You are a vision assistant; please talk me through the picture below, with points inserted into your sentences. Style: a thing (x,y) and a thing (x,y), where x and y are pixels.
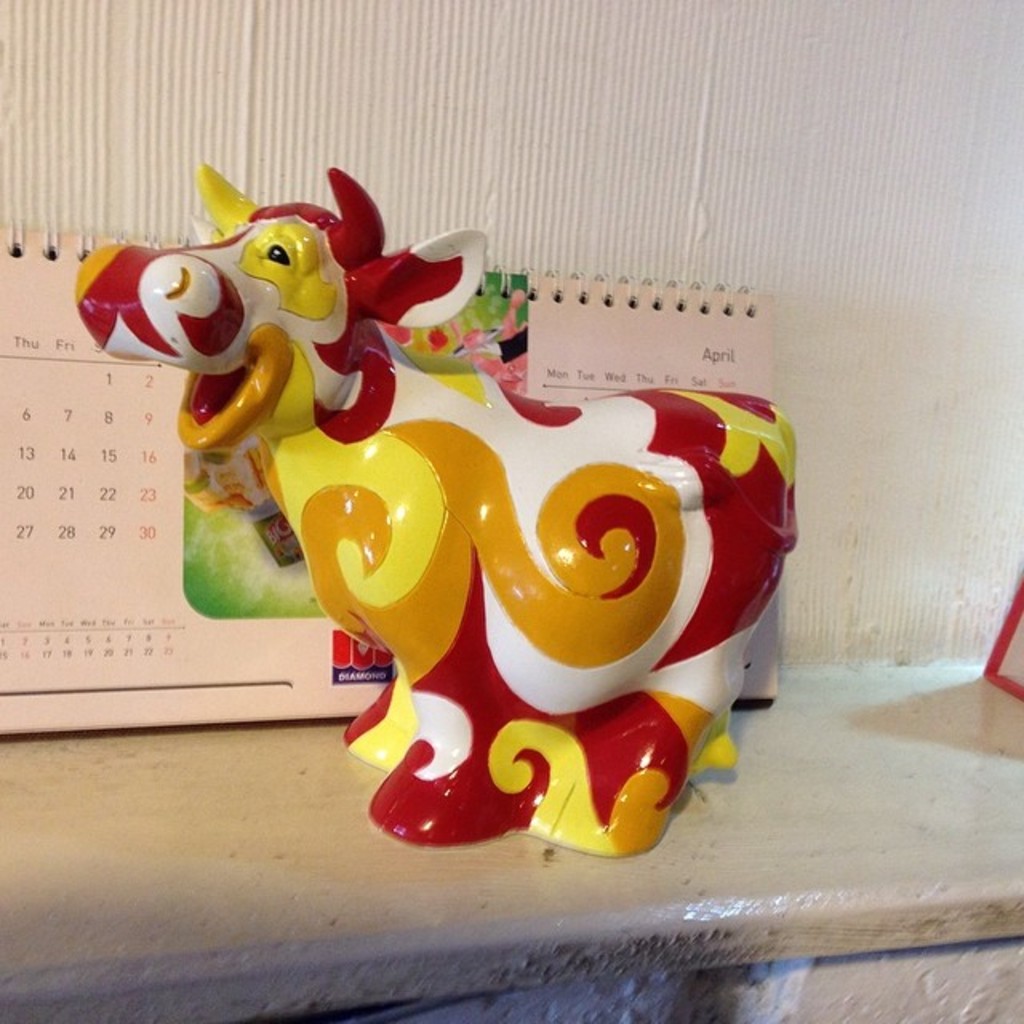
In this image we can see a toy (547,640) and a calendar (255,530) on the table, in the background (926,99) we can see the wall (949,105).
